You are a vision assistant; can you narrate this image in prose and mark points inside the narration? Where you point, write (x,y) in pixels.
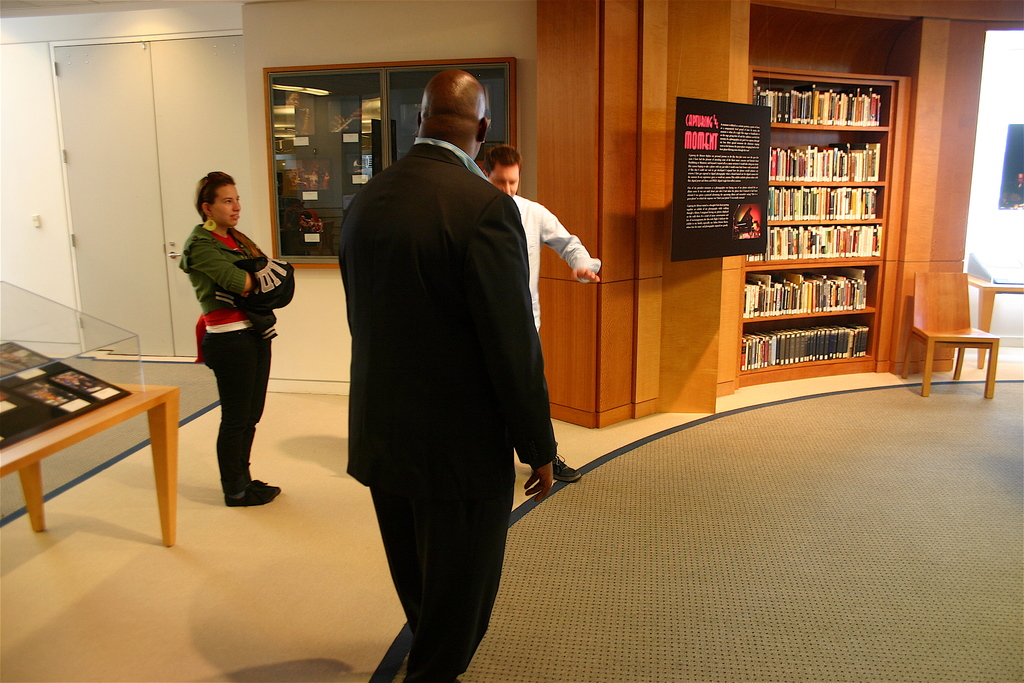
In this picture i could see three persons (413,348) in the library (1006,300), in the right (801,182) there are cabinets (853,135) in which books (801,276) are arranged and a chair (946,312) and a table (1005,278) to the right of the picture (729,546) there is a carpet (786,533) to the right corner (759,501). In the left (132,271) there is a door (167,237) and a glass bulletin board (299,156) and to the left (74,414) there is a table (112,405) and some thing (70,389) displayed on it.
